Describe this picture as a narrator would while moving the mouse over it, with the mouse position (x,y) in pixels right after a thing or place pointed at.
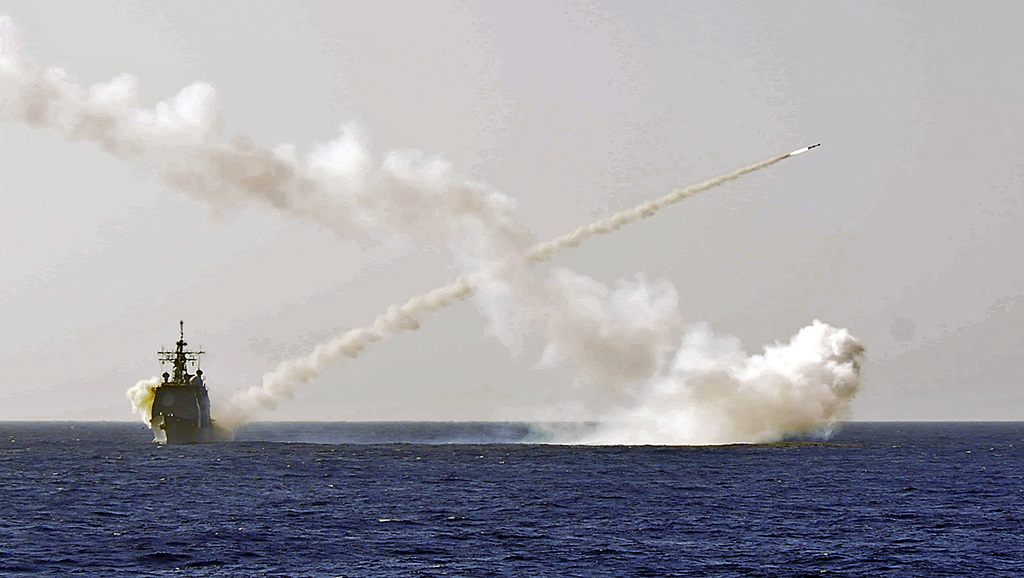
In this picture we can see a boat (178,345) on the water (265,465). We can see the smoke (440,202) and the sky (634,53).
